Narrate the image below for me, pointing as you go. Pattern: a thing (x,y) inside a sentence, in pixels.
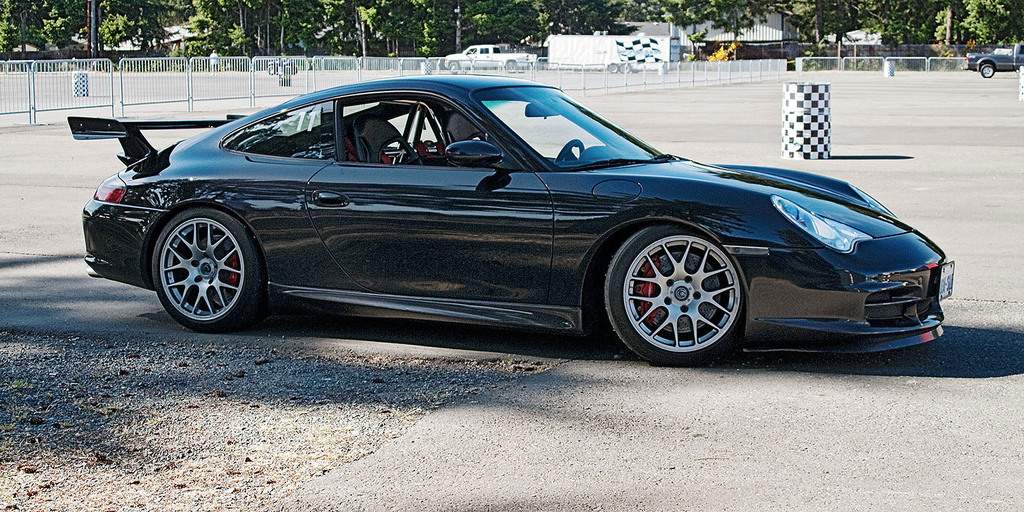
In the foreground of the picture (345,213) there is a car (445,242) on the road (953,323). In the background (510,50) there are fencing (947,63), drums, vehicles (616,36), trees (557,24) and buildings (184,28).
